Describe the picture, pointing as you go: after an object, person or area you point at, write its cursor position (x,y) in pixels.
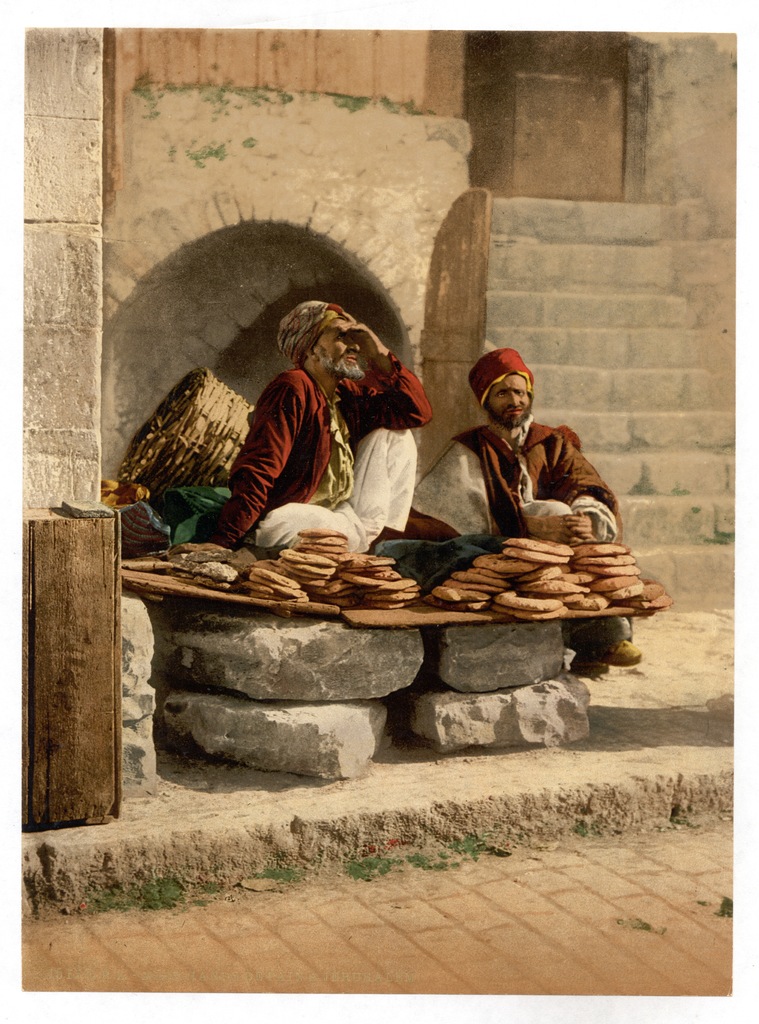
In this image we can see two persons (371,434) wearing caps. They are sitting. There is a basket (191,382). In front of them there are food items (298,570). There are stones (437,705). In the back (639,339) there are steps (611,330). Also there is an arch (218,223). On the left side (85,660) there is a wooden object (57,608).
